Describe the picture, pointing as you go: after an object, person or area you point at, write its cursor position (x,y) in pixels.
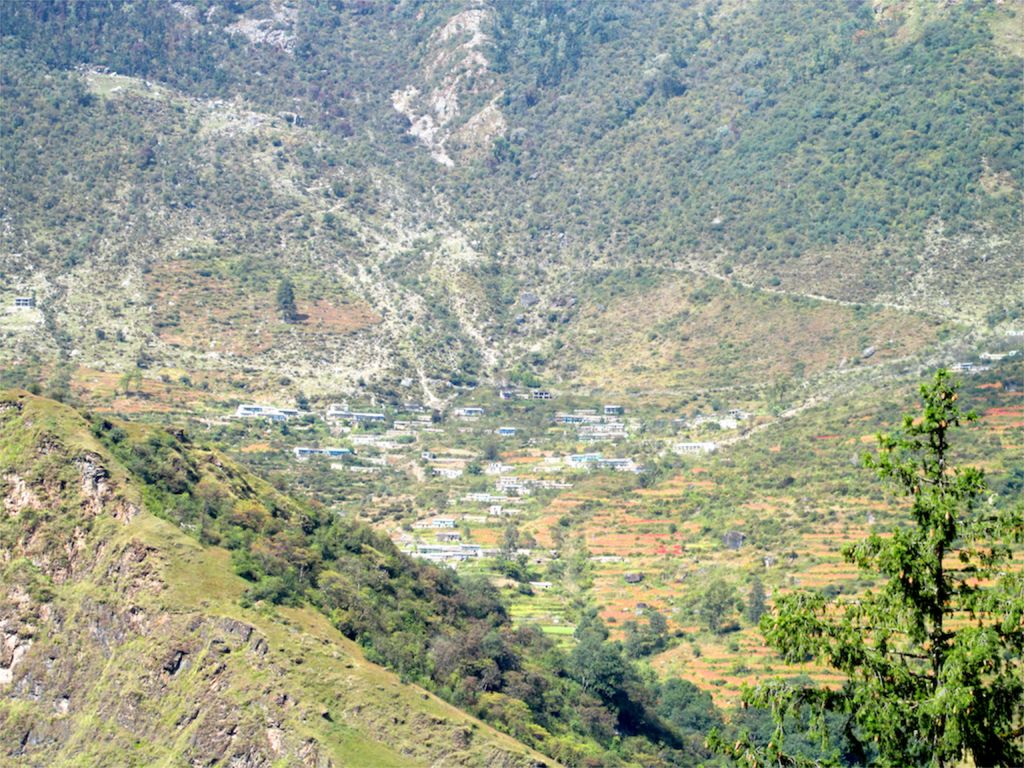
In this picture we can see hills (413,149) and trees (927,587).
